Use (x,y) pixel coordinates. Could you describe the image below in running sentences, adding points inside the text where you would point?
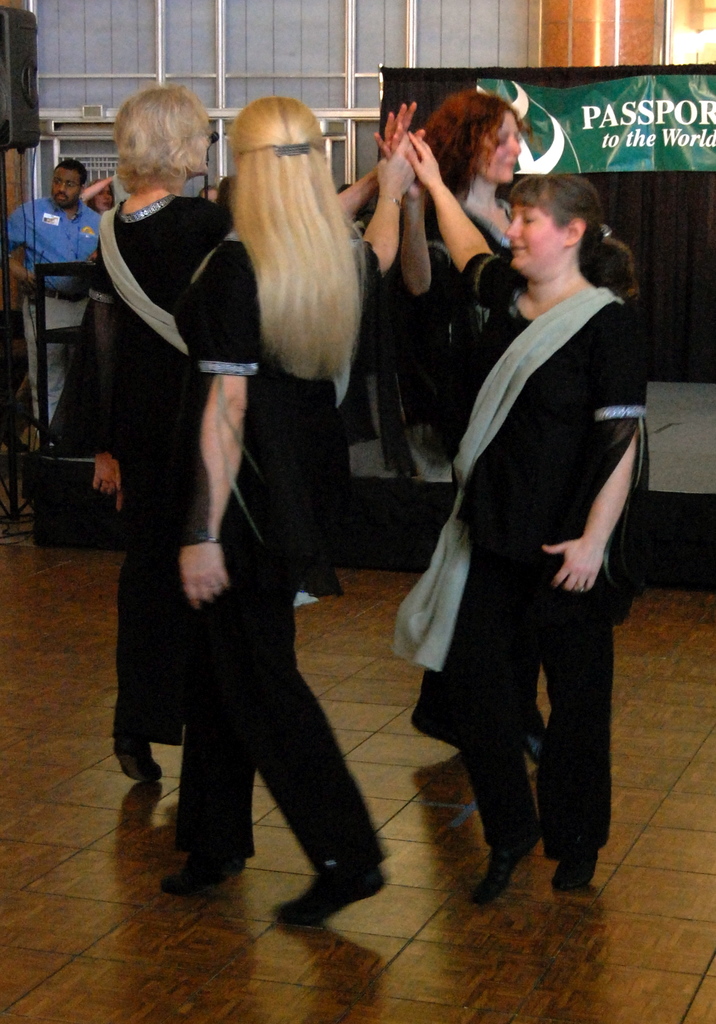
In the front of the image (466,246) we can see people (302,900). In the background of the image (567,100) we can see people (61,191), stage (693,508), curtains (640,180), banner (609,131), speaker (10,51), pillar (639,10), rods (348,114) and things (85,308).
